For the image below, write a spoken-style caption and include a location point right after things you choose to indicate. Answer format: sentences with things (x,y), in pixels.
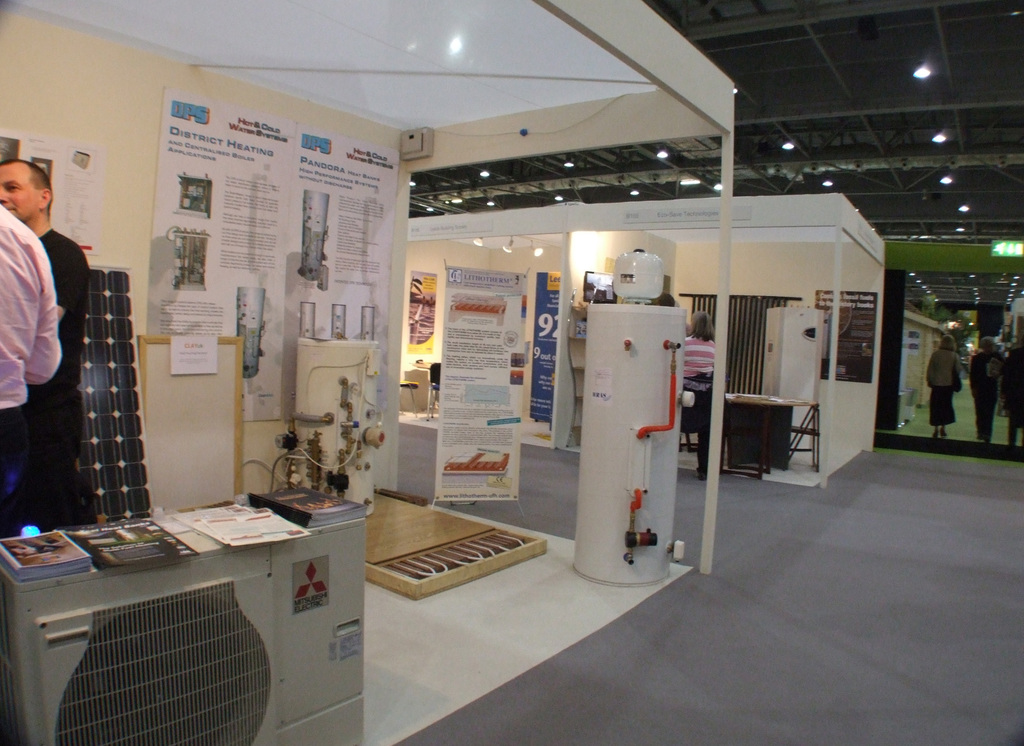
In this image on the left side (68,375) there are two persons (27,390) who are standing and also there are some tables (90,680), on the tables (341,563) there are some books (124,552) and papers (253,536) and also we could see some machines (296,401) and some boards (345,277). On the right side (954,377) there are two persons (976,386) who are walking and in the center (554,348) there are some boards (498,365) and one person (696,345) is standing and also there are some tables (765,395), curtains (756,307) and a wall (779,281). On the top (867,152) there is ceiling (735,122) and lights (922,68), at the bottom (868,633) there is a floor (680,650).
